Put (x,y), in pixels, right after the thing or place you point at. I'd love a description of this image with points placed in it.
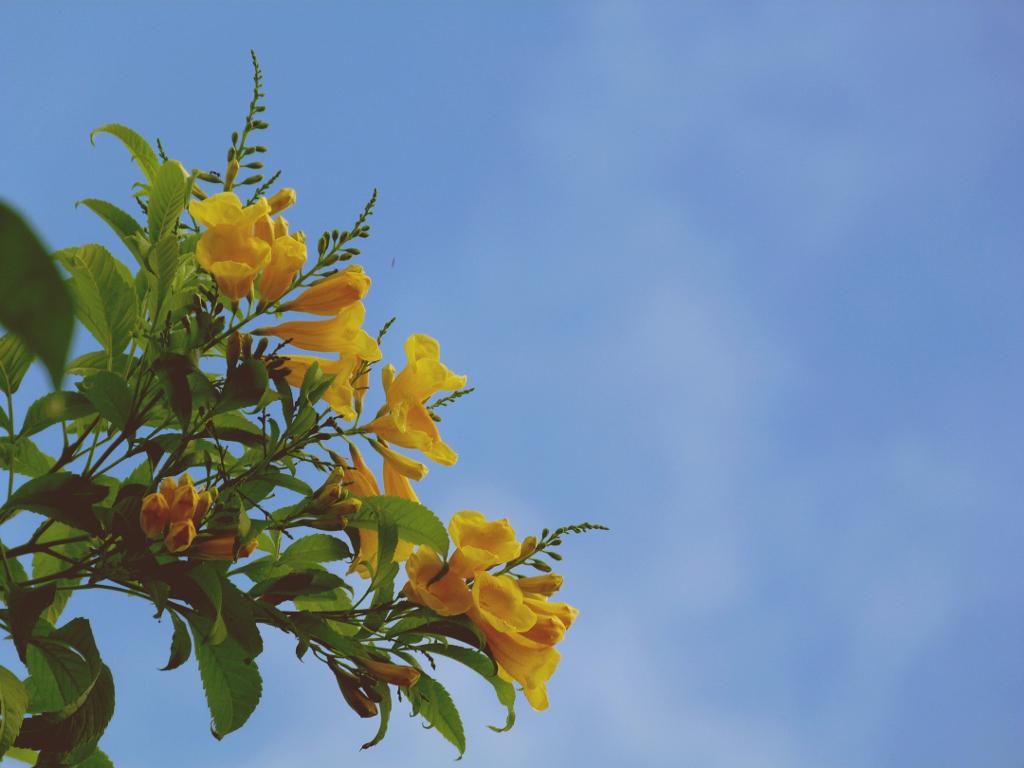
In the picture I can see flower plants (282,460). These flowers (340,397) are yellow in color. In the background (677,363) I can see the sky (761,417).
